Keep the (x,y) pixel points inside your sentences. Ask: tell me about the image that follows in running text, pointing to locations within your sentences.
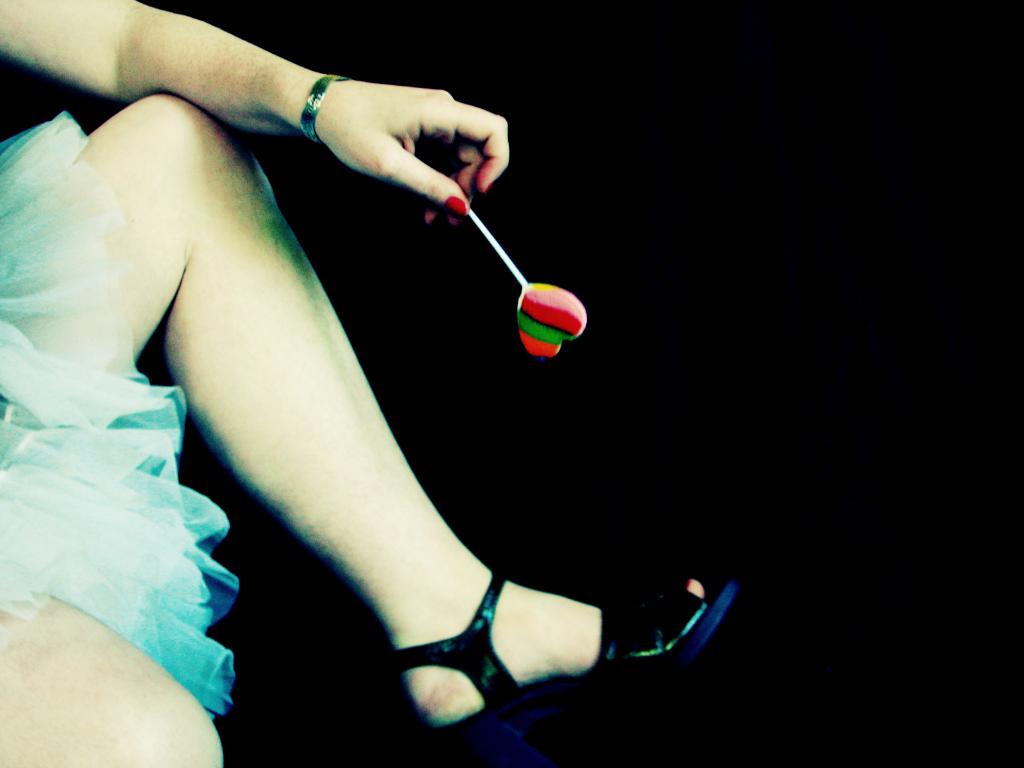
In this picture, we see the woman (99,473) in the blue dress (120,541) is wearing the black sandals (486,655). She is holding a lollipop (540,285) in her hand (468,145). In the background (508,299), it is black in color.
